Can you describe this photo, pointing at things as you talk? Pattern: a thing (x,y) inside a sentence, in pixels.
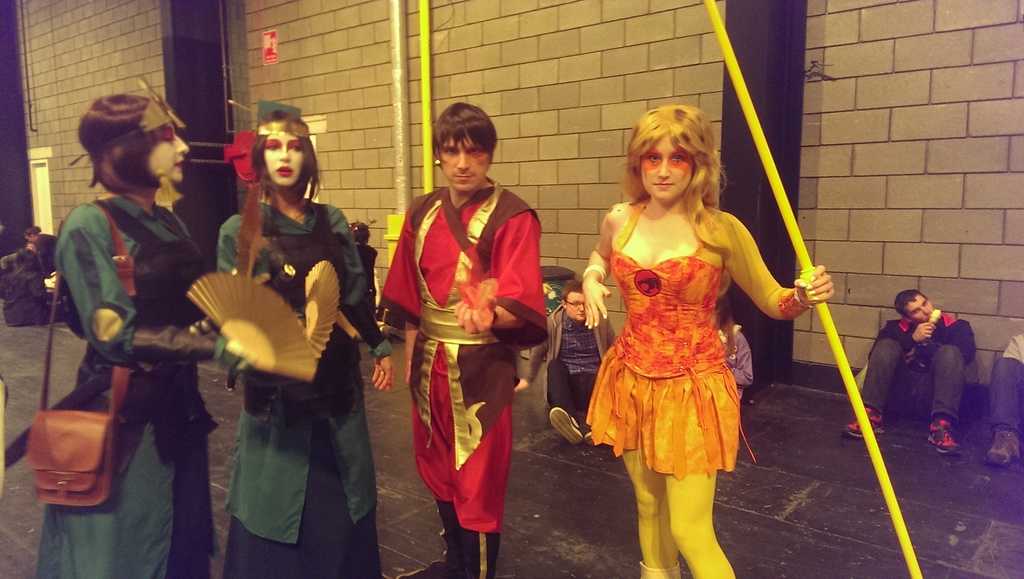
In this image I can see people (361,339) among them some are sitting and some are standing. These people (664,365) in the front (428,338) are wearing costumes (376,325) and holding some objects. In the background (411,103) I can see pipes (393,50), a wall (371,136) and other objects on the ground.
